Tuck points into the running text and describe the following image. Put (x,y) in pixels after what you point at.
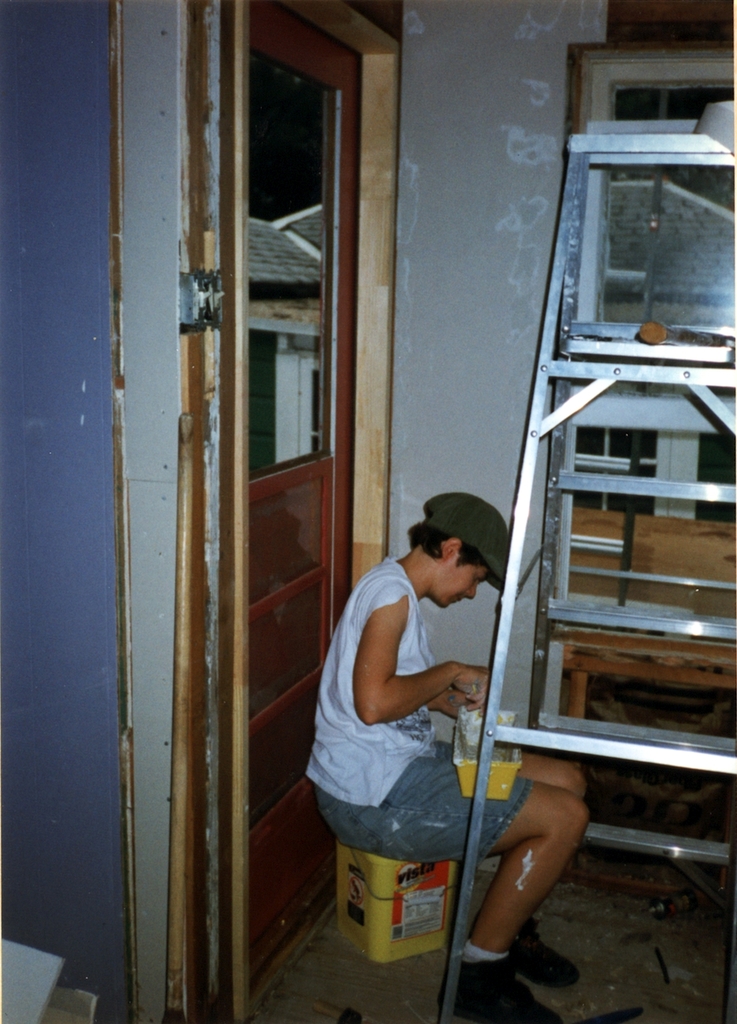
On the left side of the image (110,31) there is a wall (87,948) with door (270,626). In front of the door (257,604) there is a person (408,571) with cap (448,510) is sitting on the bucket (432,871) and holding an object (508,764). On the right side of the image (675,143) there is a ladder (574,213). Behind the ladder (479,830) there is a wall (517,394) with window (705,101).
